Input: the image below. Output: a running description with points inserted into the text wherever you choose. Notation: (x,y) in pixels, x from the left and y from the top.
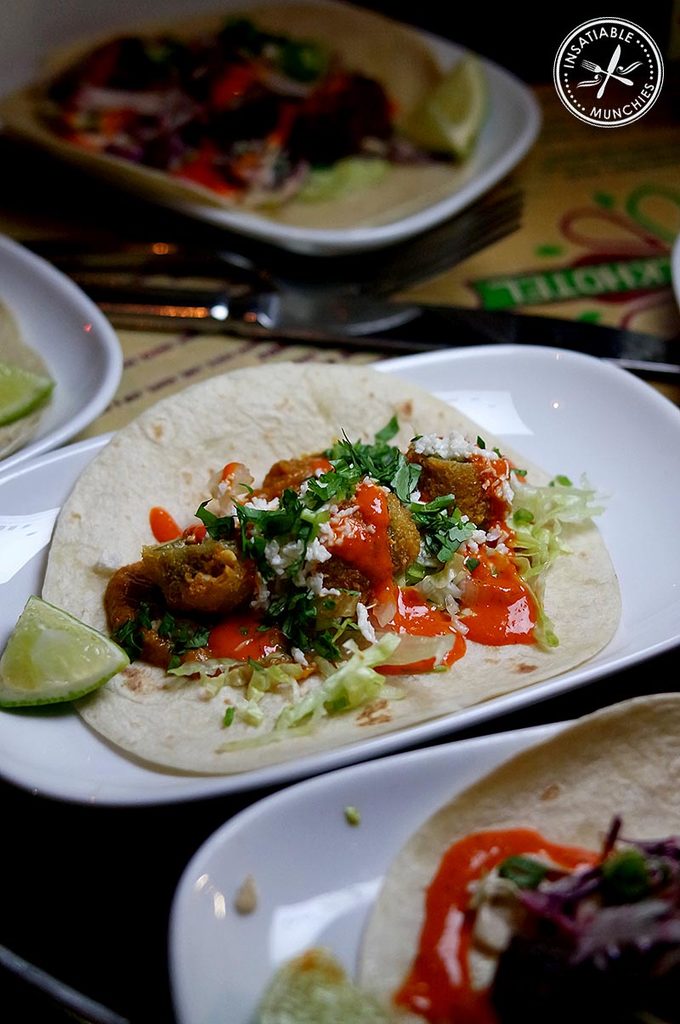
In this image we can see food items (293,529) in plates (23,257) on the table (52,824). There is a knife (662,354). To the top right corner of the image (600,21) there is a logo (569,90).
